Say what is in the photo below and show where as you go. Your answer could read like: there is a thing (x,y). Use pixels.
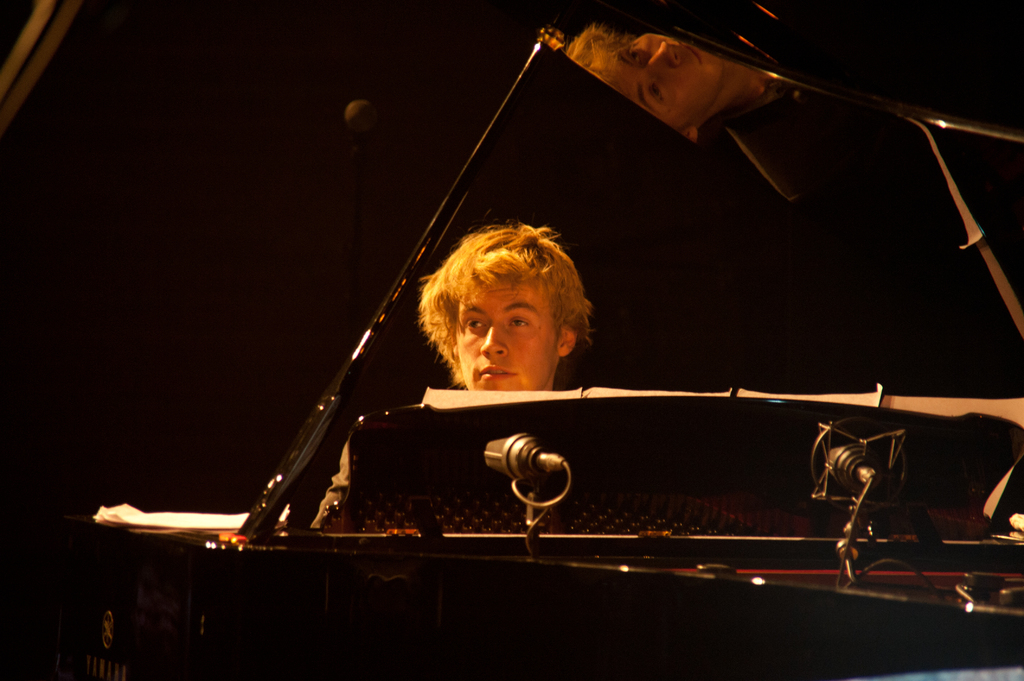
In this image I see a man (525,305) over here and I see a thing (581,487) in front of him and I see that it is dark in the background (341,160) and I see the white color things (190,519) over here.
